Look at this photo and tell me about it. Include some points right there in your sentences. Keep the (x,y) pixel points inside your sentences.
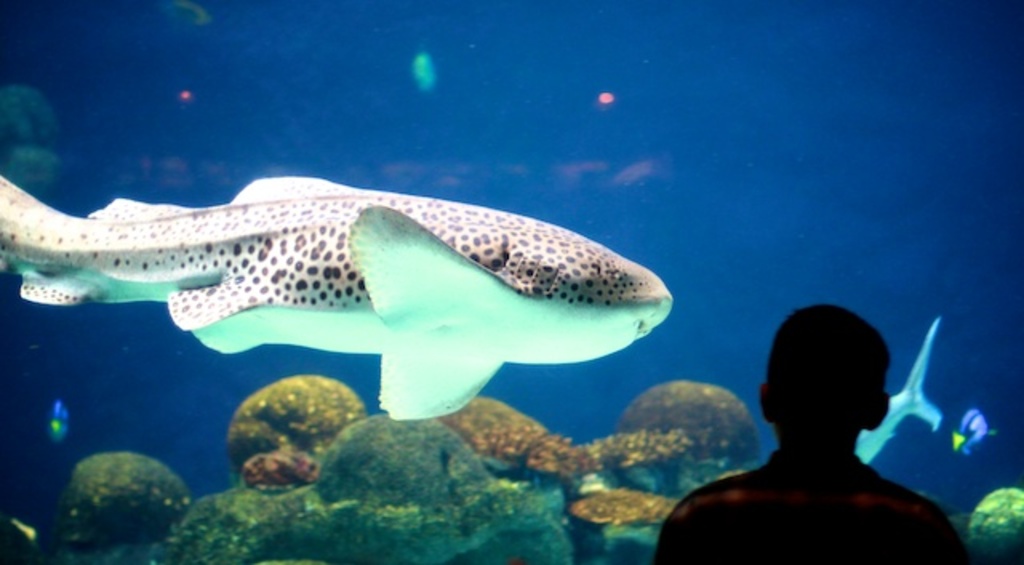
On the right of this picture (834,413) there is a person (833,501) seems to be standing. In the center (448,371) we can see the marine creatures (620,330) swimming in the water (304,356). In the background (220,508) there are some marine objects (522,468).
